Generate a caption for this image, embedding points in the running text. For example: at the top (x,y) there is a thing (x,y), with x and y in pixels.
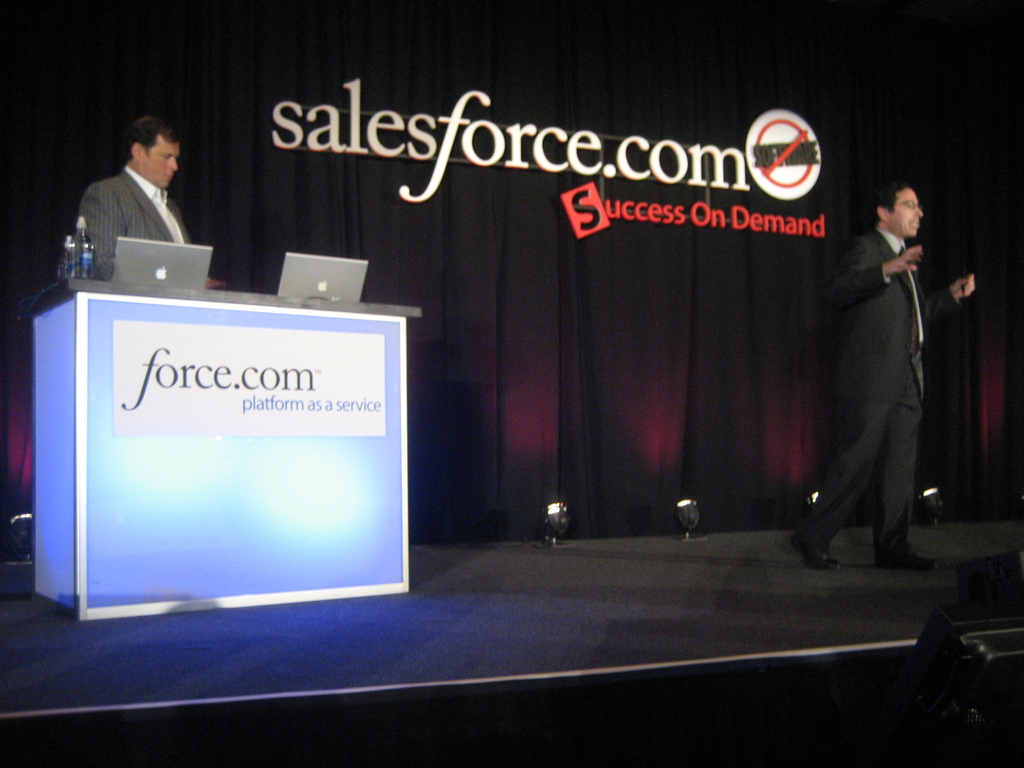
In this image I can see few people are standing on the stage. I can see few laptops (329,281), bottles (77,262) on the podium (322,408). I can see the curtains (612,328), lights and the board (608,207).
